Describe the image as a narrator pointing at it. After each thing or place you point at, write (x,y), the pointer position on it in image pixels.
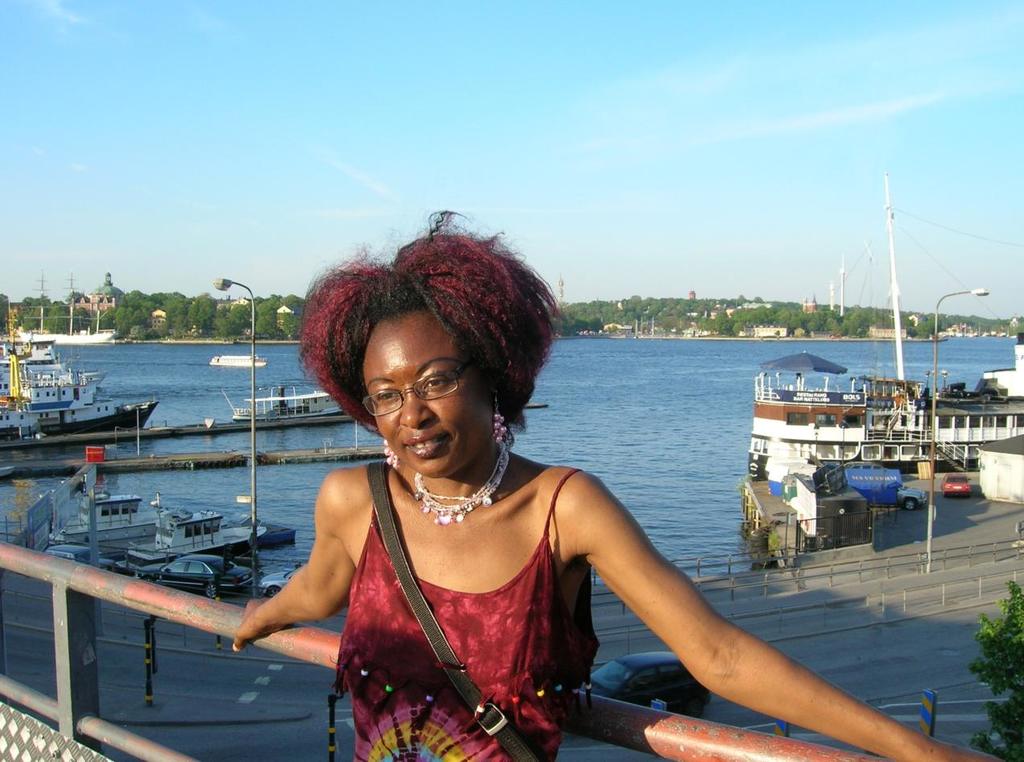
In the image there is a woman (545,646) in maroon vest (395,635) standing in front of fence (96,684) and in the back (658,406) there is sea (614,471) with ships (125,416) in it, in the background (719,325) there are buildings (692,300) and trees (37,308) and above its sky (632,169).
